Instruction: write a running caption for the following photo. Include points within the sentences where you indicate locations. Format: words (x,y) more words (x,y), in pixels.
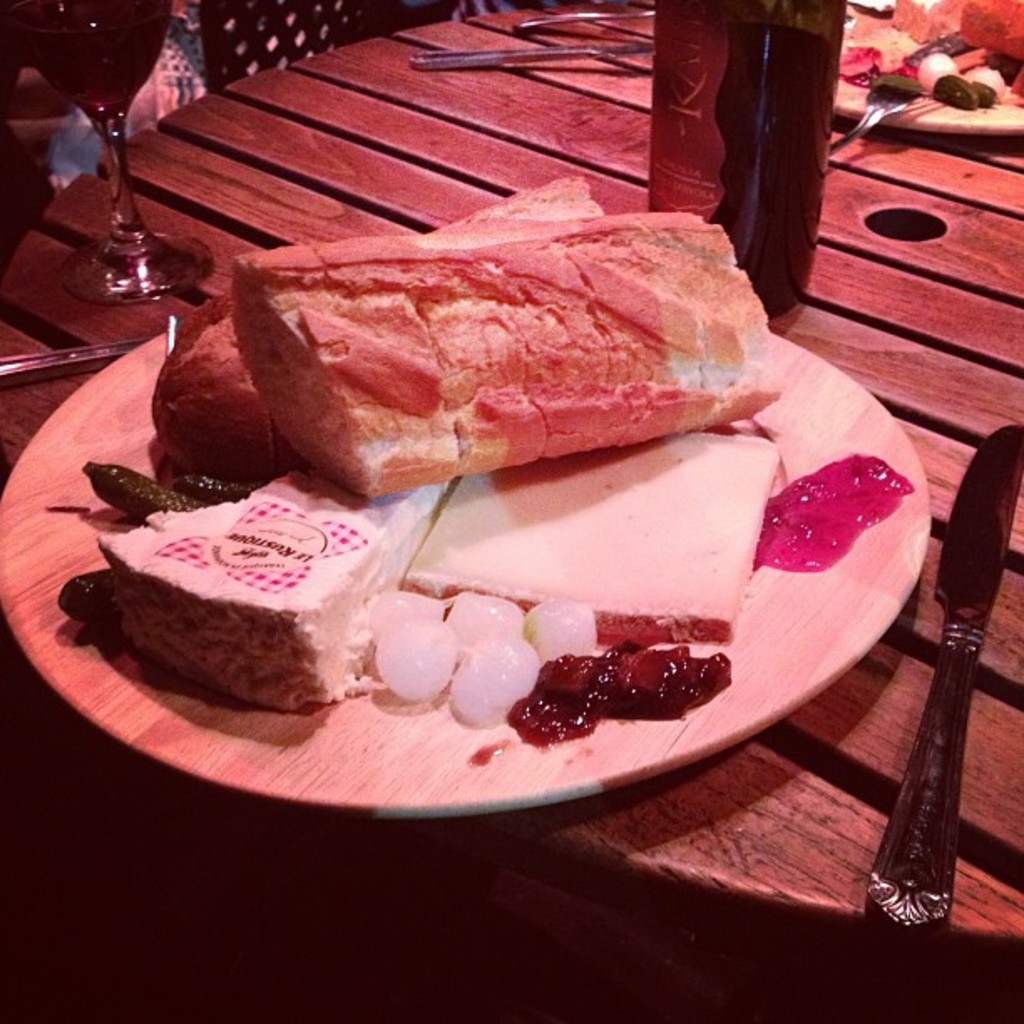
In this picture I can observe some food (369,412) placed in the plate (375,737). The plate (407,731) is placed on the table (478,186). On the right side (958,727) I can observe a knife (958,727). There is a bottle (752,111) placed on the table (488,150) on the right side (732,123).
